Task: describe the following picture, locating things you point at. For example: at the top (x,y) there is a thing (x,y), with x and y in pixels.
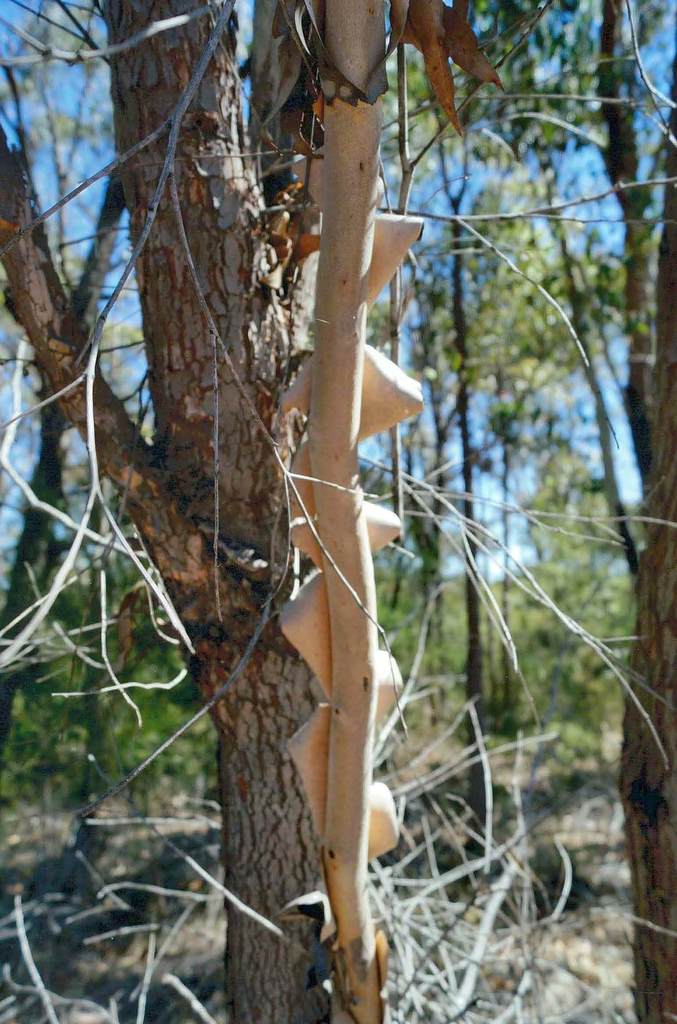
In this image I can see few trees (213,570) which are brown and cream in color. In the background (386,622) I can see few trees (554,641) and the sky (143,376).
